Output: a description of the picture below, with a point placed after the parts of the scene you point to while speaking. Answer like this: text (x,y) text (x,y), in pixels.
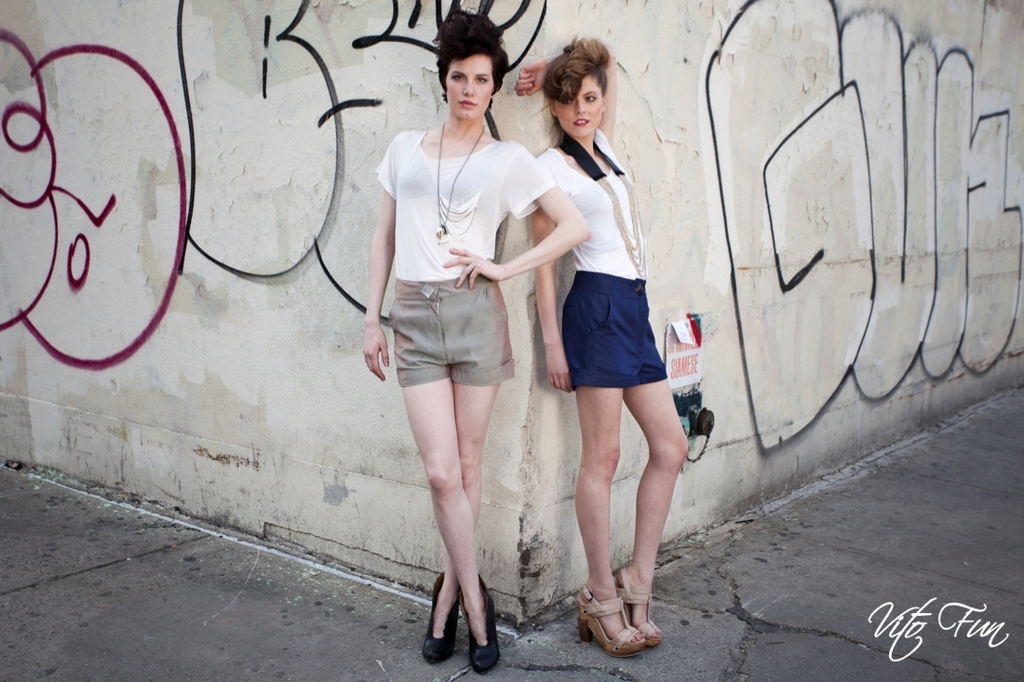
In this image we can see two persons (587,356) standing on the floor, in the background (507,389), we can see the wall (676,147), on the wall (730,373), we can see the objects (672,370).
